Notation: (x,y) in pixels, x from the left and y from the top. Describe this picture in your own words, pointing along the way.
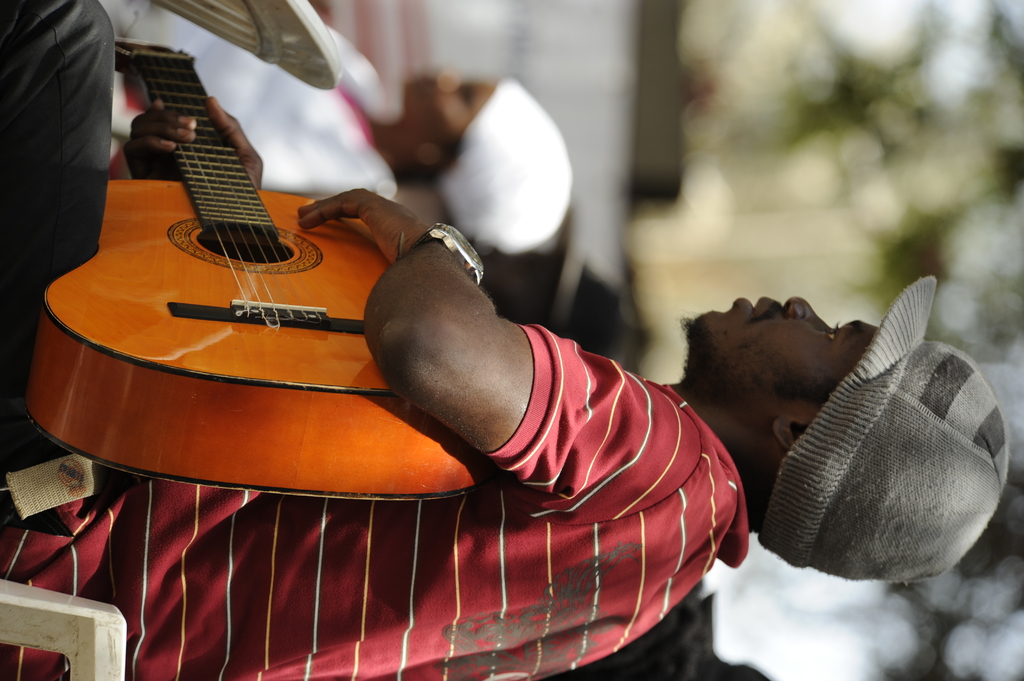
In this image the person (474,300) is holding the guitar (315,319) and wearing the red t-shirt (579,496) and ash color hat (900,463) and watch (453,256) and beside the person (453,269) one more person (300,102) is there the person (313,115) is wearing white shirt (342,146) and white hat (519,177) and the background is sunny.
